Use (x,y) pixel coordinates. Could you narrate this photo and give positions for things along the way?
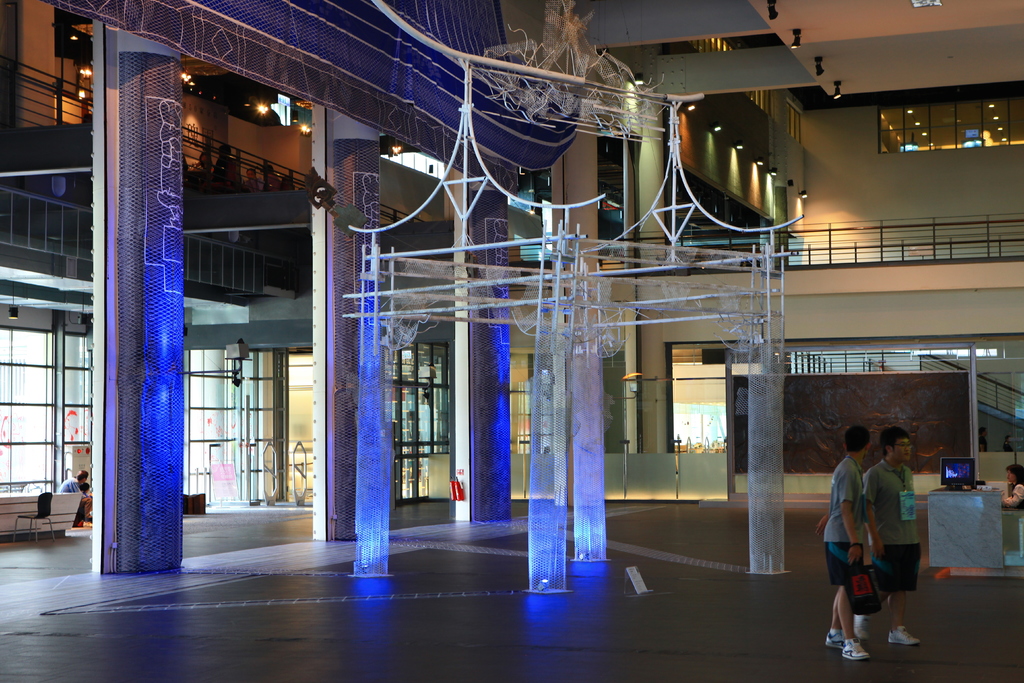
In this image there is floor (462,655) at the bottom (489,661). There are people (84,492), there is a chair (32,516), there are windows (76,354), there is metal railing (1,87), there are pillars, lights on the left corner (235,429). There are people (892,526) and there is an object (942,519) on the right corner (965,542). There are metal objects (509,279), in the foreground (767,270). There is a metal fence (824,242), There are lights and there is a wall (825,193) in the background (830,207). And there is roof (762,65) at the top (974,9).
